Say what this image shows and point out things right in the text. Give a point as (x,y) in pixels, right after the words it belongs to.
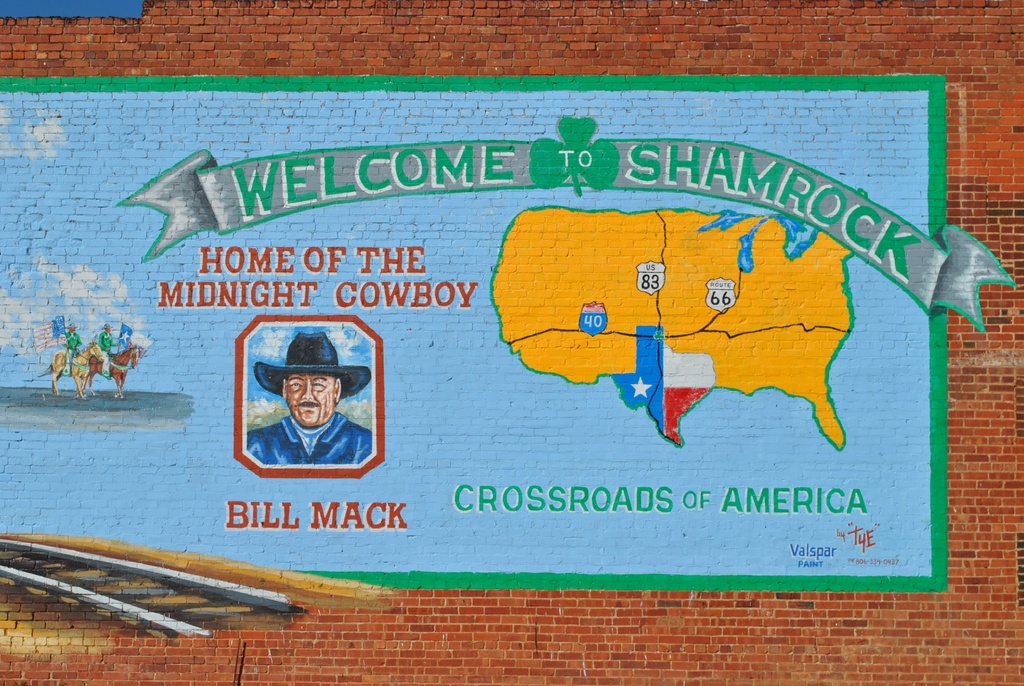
In this image we can see a wall (492,65) with painting of images (327,436) and text (732,185).
